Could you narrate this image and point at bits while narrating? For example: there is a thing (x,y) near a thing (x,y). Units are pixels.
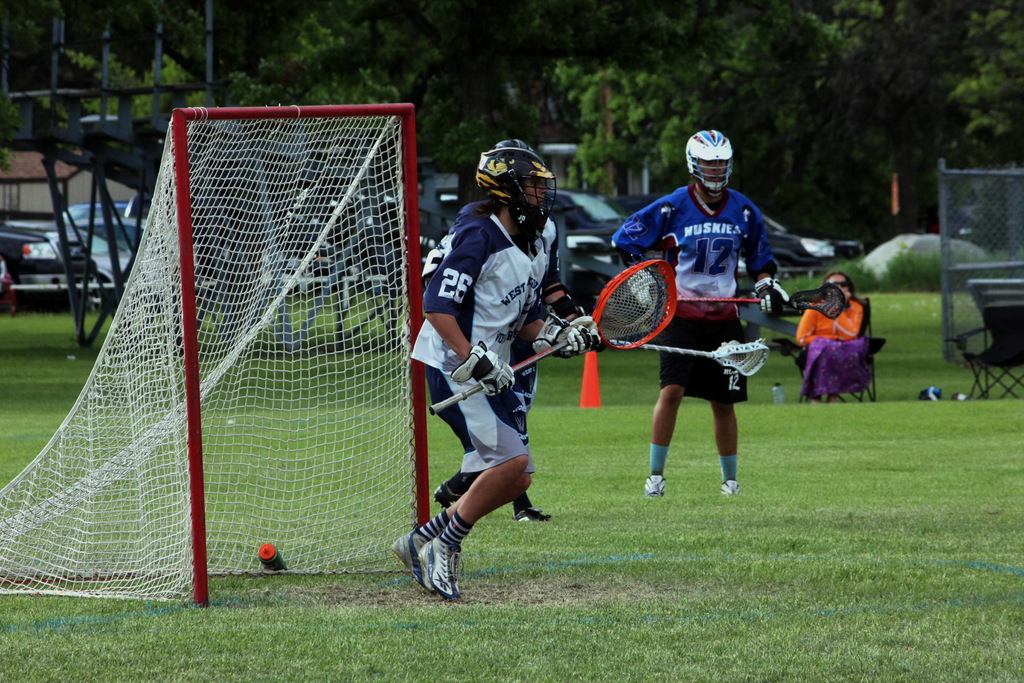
In this picture I can see there are few persons (488,501) standing and they are wearing jerseys (550,240) and they are wearing helmets (524,164) and holding few objects (656,345) in the hand (505,366) and there is a net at left (303,218) and there is grass (829,408) on the floor (495,522) and there are few cars (578,213) parked in the backdrop (125,224) and there are trees (39,74). There is a woman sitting on the chair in the backdrop (838,396).
